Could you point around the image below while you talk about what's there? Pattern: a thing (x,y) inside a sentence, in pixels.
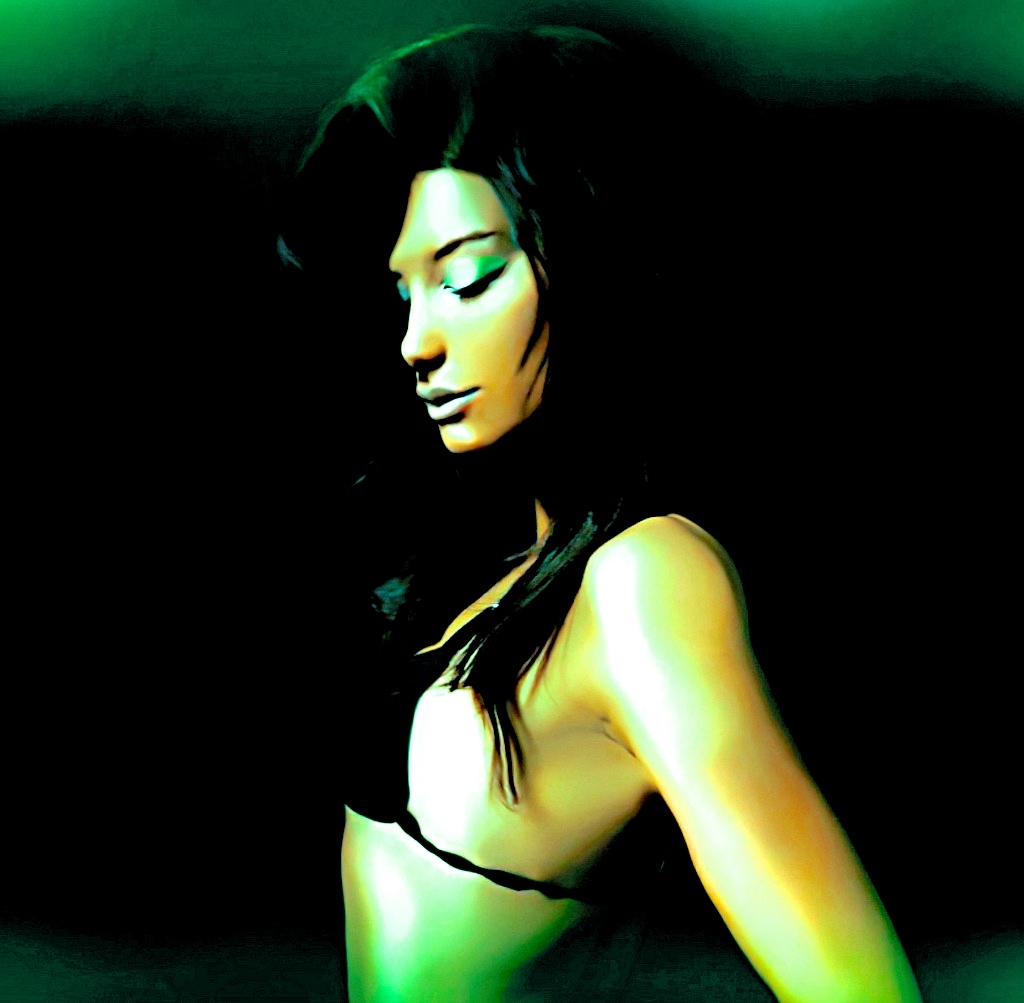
Here we can see picture of a woman (391,999) and there is a dark background (963,144).
